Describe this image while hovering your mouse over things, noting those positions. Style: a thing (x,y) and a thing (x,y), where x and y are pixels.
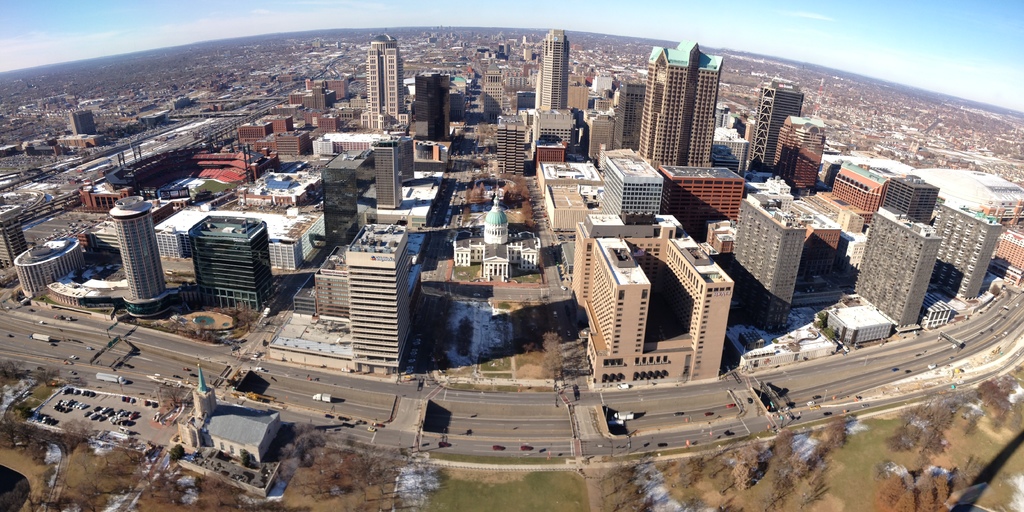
In this image we can see the aerial view and there are some buildings (802,275) and trees (1005,389) and there are few vehicles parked in a parking lot (74,396) and we can see some vehicles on the road (860,406) and we can see the sky (749,14).
